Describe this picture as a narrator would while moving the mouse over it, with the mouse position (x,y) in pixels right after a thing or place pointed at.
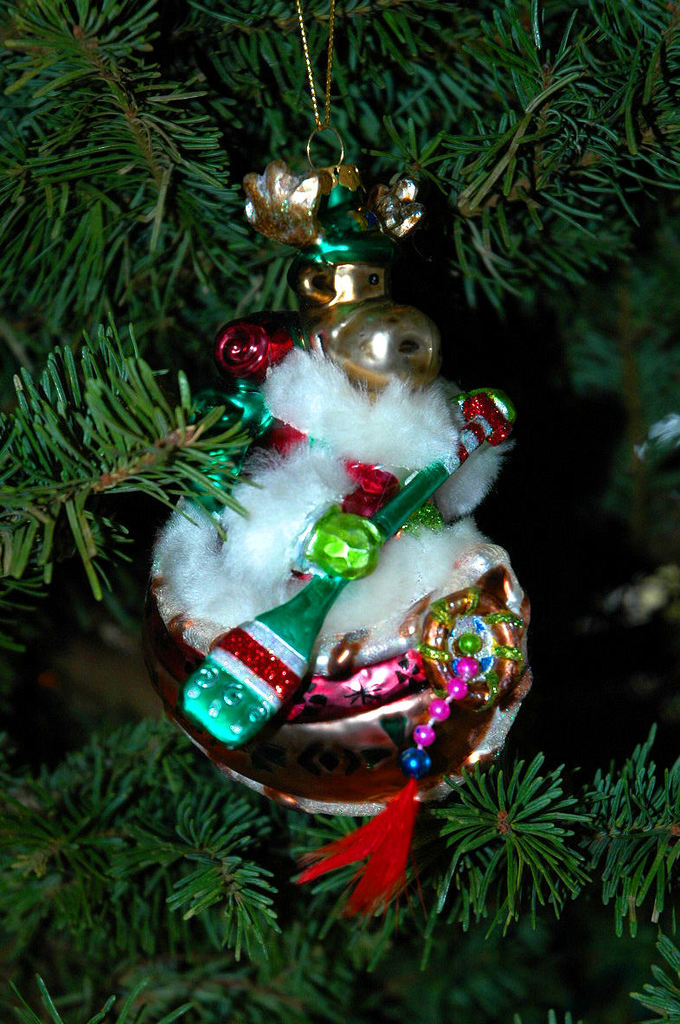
In this image, in the middle (263,356), we can see an object (279,500). In the background (146,134), we can see some plants (58,832) and black color.
